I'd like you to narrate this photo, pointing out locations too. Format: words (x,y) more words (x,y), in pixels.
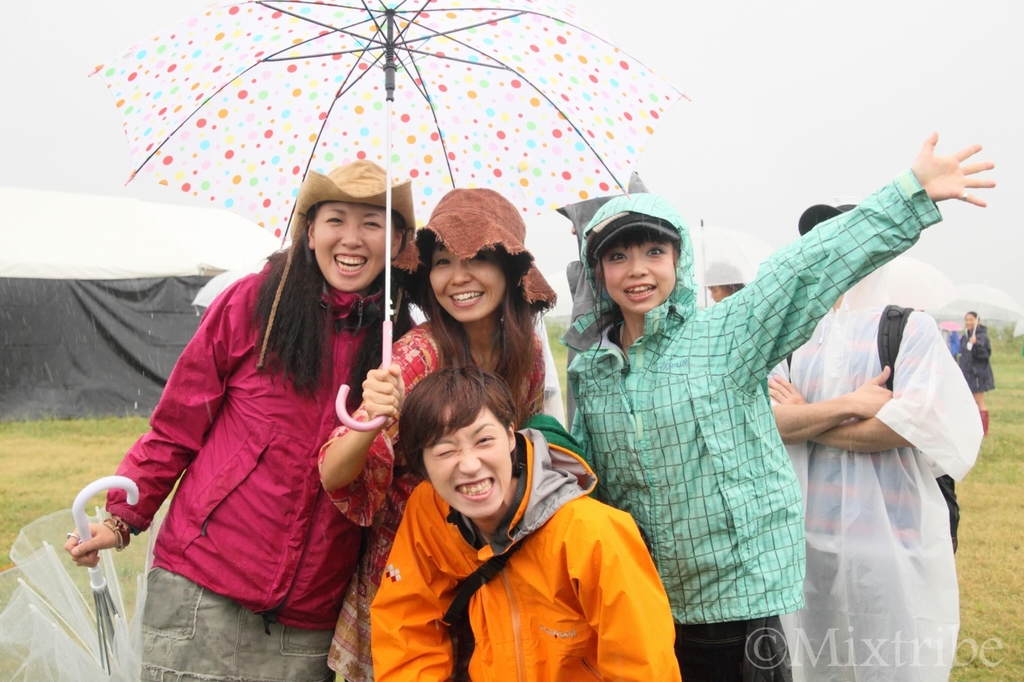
In the foreground of the picture (261,345) there are people (495,311) wearing raincoats (348,325). In the center (391,322) there is a woman (398,355) holding an umbrella (415,74). On the left (269,386) there is a woman (251,554) holding an umbrella (105,605). In the background (951,359) there are people (920,323), grass (1008,585) and tent (113,200). Sky (69,45) is cloudy.
